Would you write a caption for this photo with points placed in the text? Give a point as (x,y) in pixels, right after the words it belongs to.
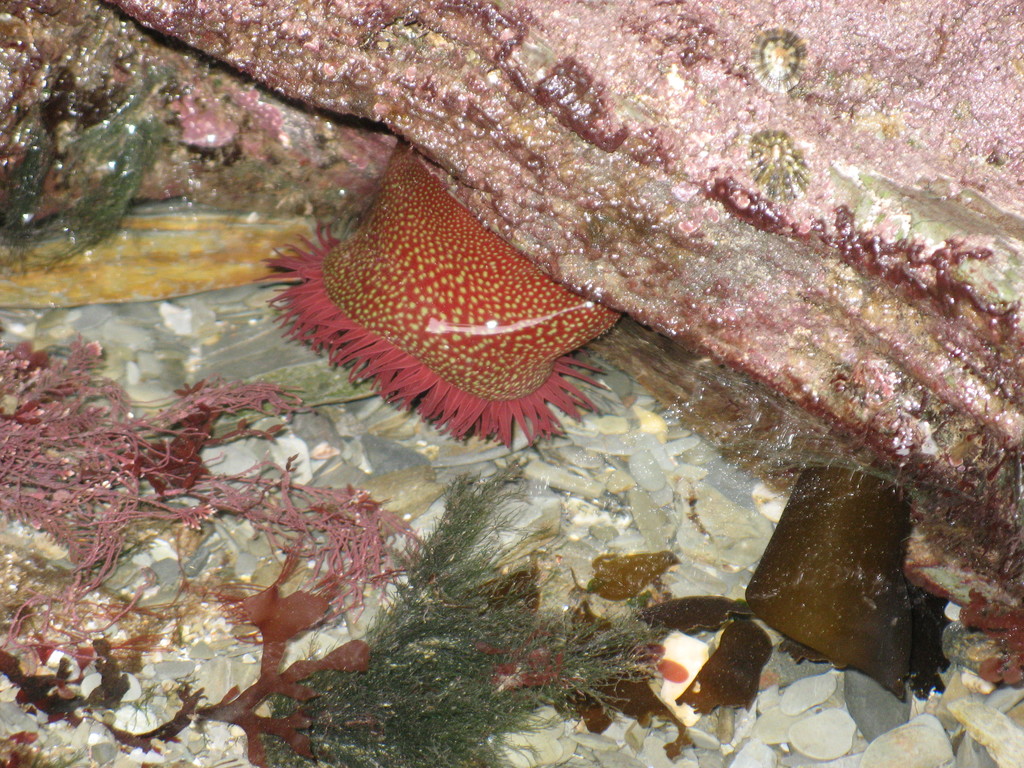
In the image there is a sea creature (436,304) under the rock (660,157) with stone (546,582) and aqua plants (547,619) in front of it.
